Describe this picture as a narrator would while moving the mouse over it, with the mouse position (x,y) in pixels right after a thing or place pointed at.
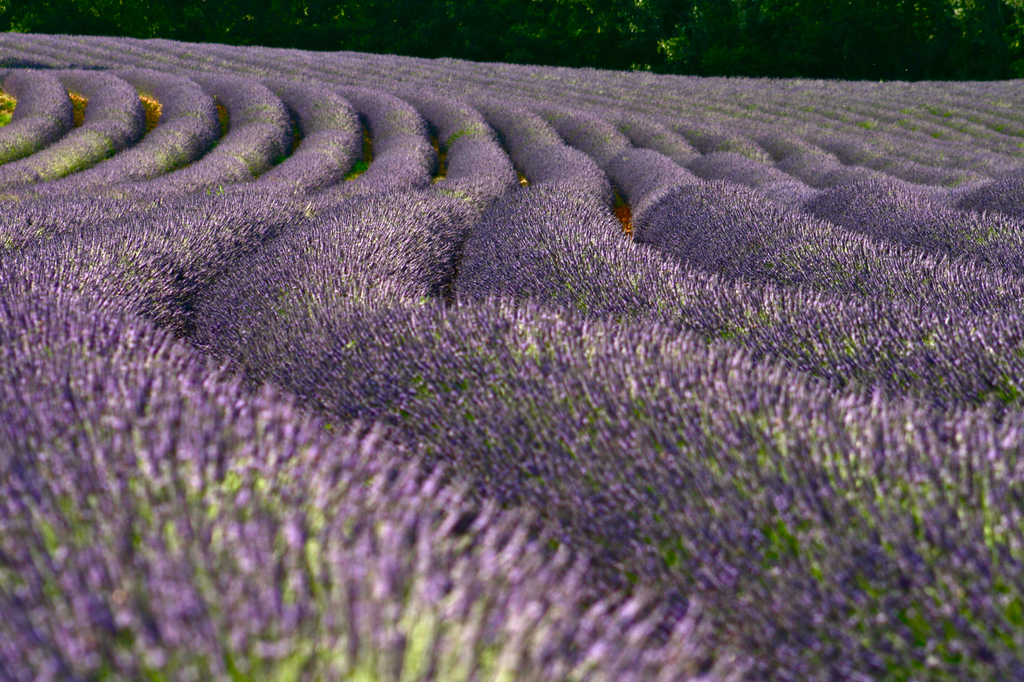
In this image we can see flower beds (568,207) and trees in the background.
